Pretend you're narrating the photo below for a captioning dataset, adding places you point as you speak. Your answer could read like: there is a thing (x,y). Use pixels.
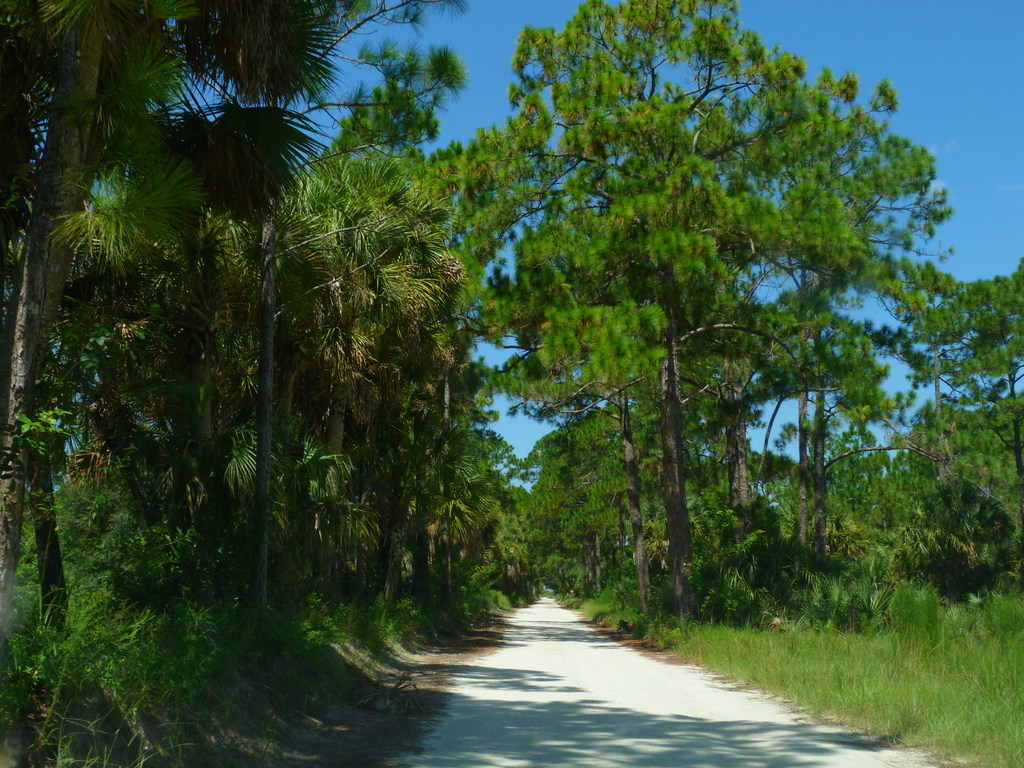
In this picture we can see trees (718,369) and plants (810,594) on the right side (718,445) and left side (240,493), there is the sky (898,59) at the top of the picture (916,35).
